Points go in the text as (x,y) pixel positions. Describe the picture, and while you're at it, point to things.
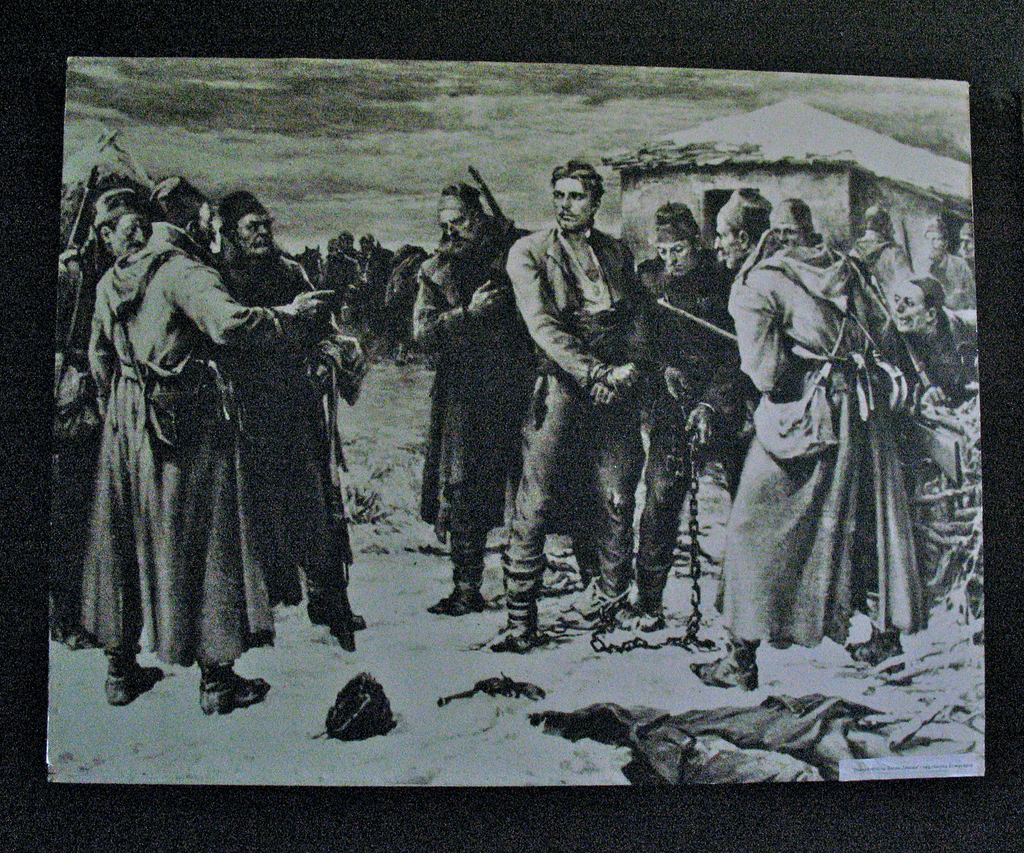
This is a black and white picture, in this image we can see a photograph (549,544), in the photograph (509,398) there are few people (748,201), a house (664,161) and some other objects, in the background (388,114) we can see the sky (582,95) with clouds (568,115).
